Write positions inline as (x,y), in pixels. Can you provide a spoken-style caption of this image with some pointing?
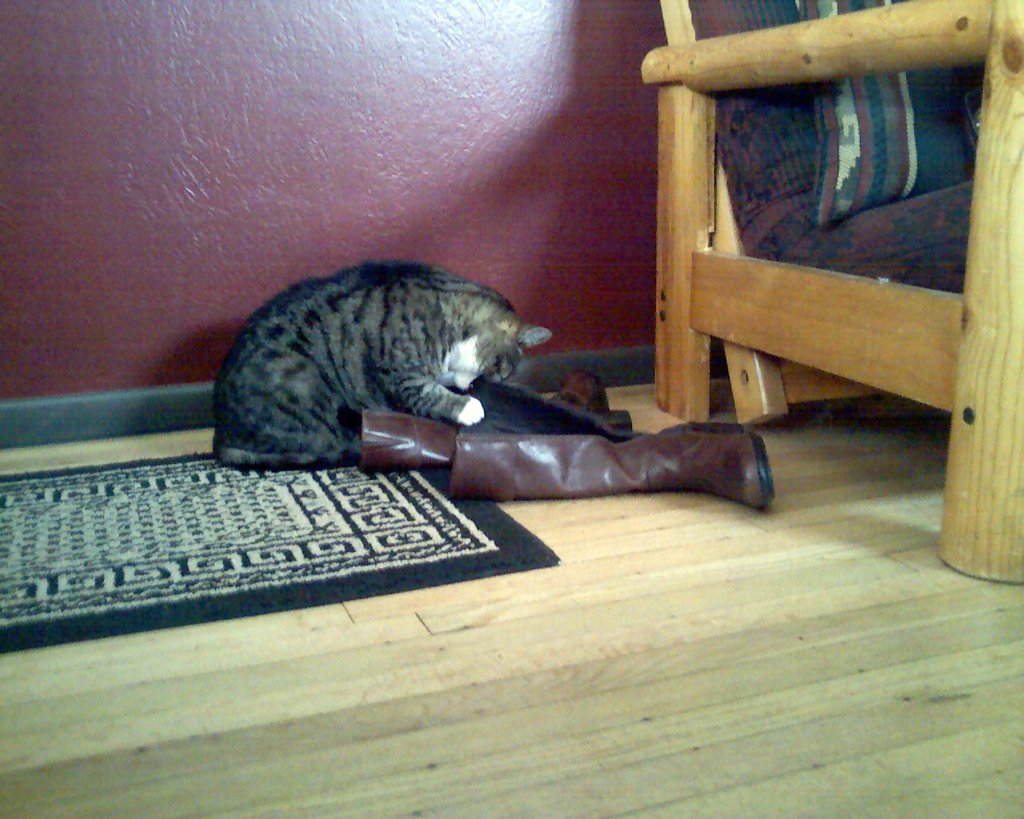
There is a cat (365,368) sitting and holding a footwear (497,388) with mouth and we can see foot wear (464,452) and mat (345,482) on the floor (705,643). We can see chair (740,73) and wall (459,66).
